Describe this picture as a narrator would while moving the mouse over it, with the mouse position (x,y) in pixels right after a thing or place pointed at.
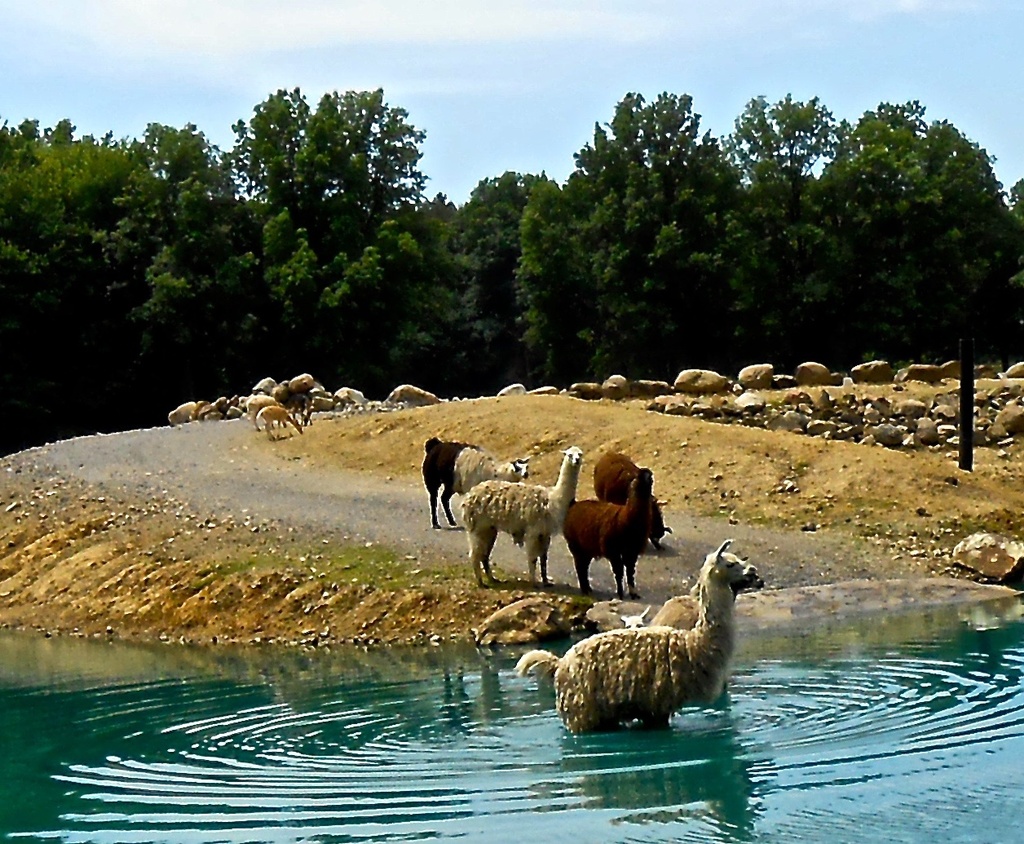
In the center of the image (474,488) see some animals (434,494) are there. At the bottom of the image (425,780) water (438,811) is there. In the middle of the image (352,531) ground (694,493) is there. At the top of the image (440,137) sky (489,142) is there. In the background of the image (534,237) trees (494,335) are present.
